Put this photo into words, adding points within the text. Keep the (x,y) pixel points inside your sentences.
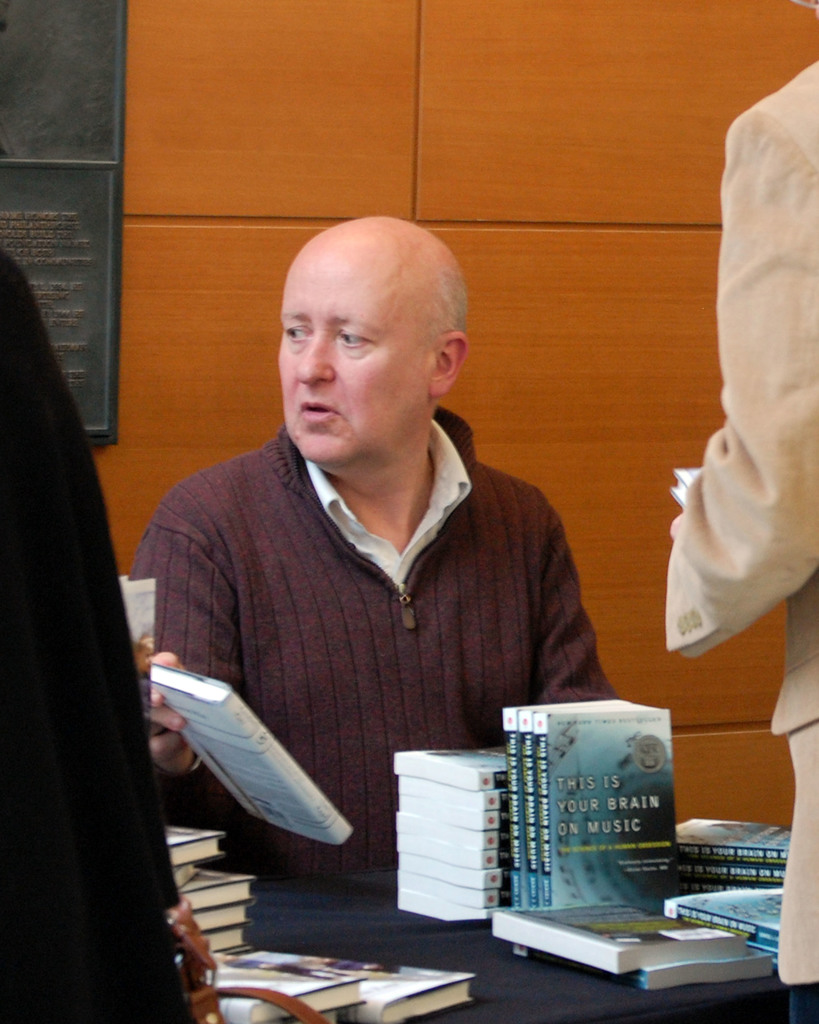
In this image I can see three people (200,653). One person (172,749) is sitting and two people (727,539) are standing. These people (421,690) are wearing the different color dresses (335,857). There is a table (407,941) in-front these people (764,560). On the table (439,959) I can see the books (265,982). In the back (22,104) there is a black color board (98,202) to the brown color wall (277,225).
